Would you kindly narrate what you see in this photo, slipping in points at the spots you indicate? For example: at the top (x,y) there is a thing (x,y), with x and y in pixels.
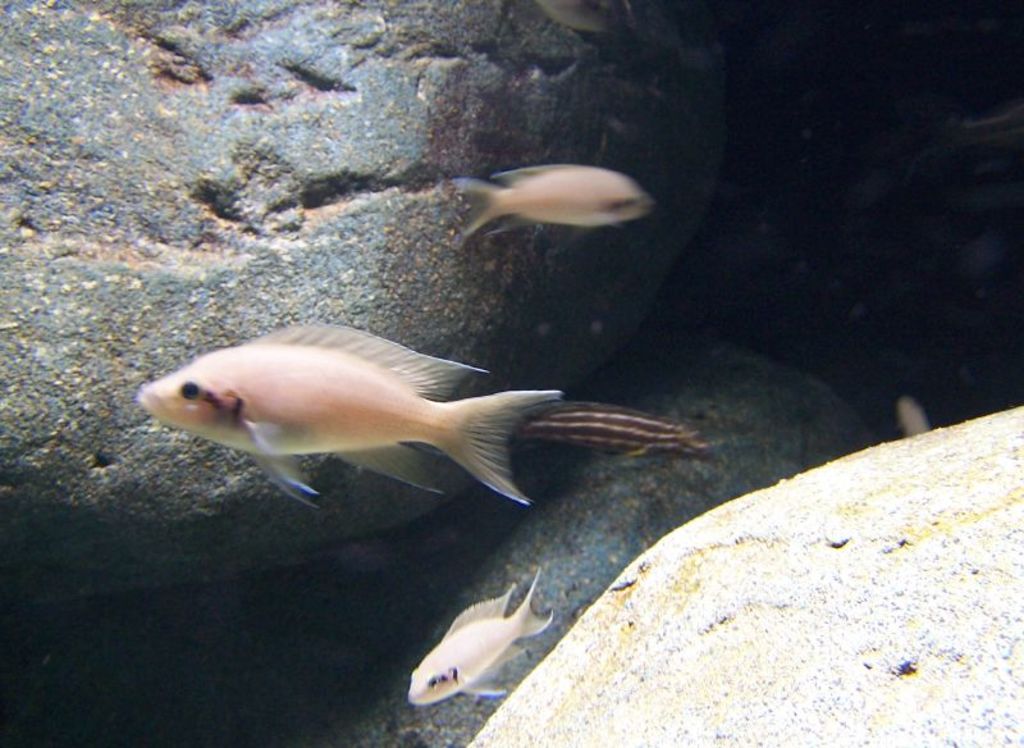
In the center of the image (373,353) there are fishes (236,356). There is a stone (455,17) in the background of the image (440,190).
